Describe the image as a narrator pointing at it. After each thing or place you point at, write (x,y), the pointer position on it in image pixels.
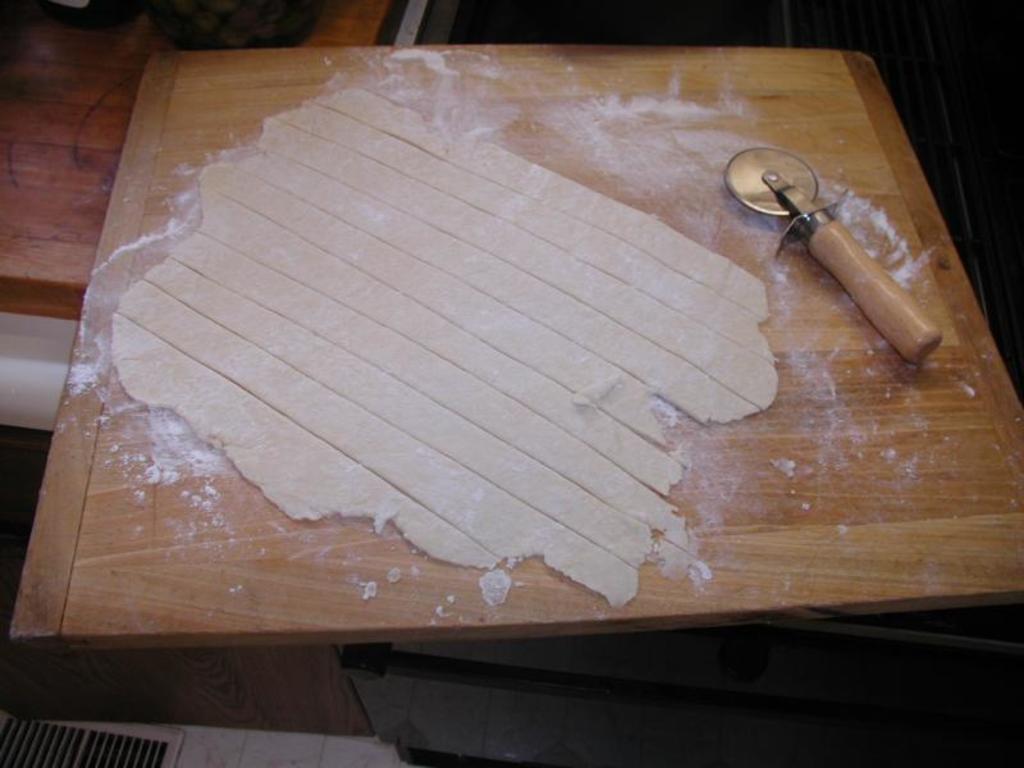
In the center of the image (588,354) there is a dough (456,380) on the wooden surface (830,543) and there is also a baking object (824,224) on the surface (921,393).
